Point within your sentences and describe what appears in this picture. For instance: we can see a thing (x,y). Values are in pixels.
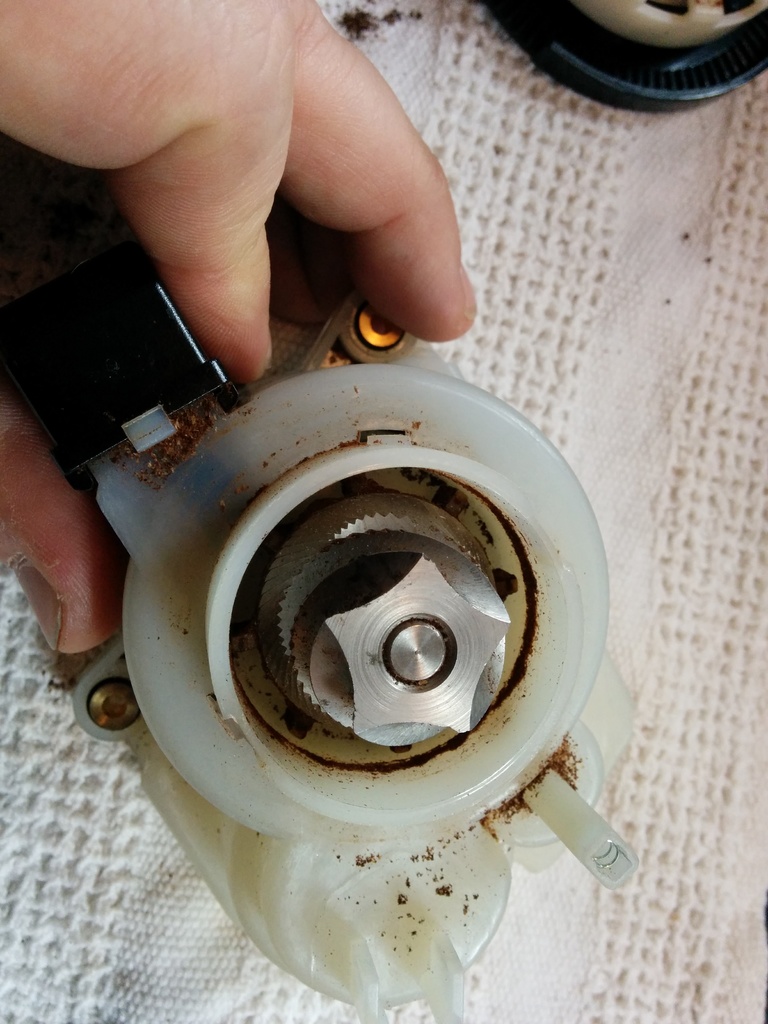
In this image we can see a person's hand (294,69) holding an object (221,680). At the bottom of the image (199,948) there is cloth (602,350).
